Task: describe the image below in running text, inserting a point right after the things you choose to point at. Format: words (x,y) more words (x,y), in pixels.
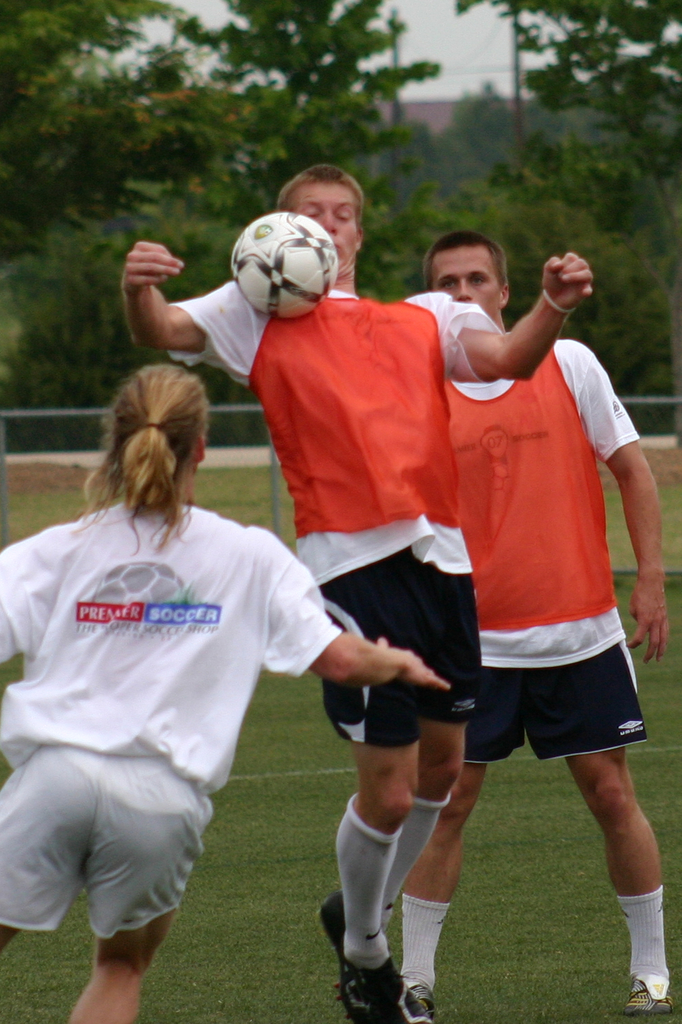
There are two men (525,437) and a woman (189,608) playing football. In the background (274,183) there are trees (359,101) and sky (463,63).
